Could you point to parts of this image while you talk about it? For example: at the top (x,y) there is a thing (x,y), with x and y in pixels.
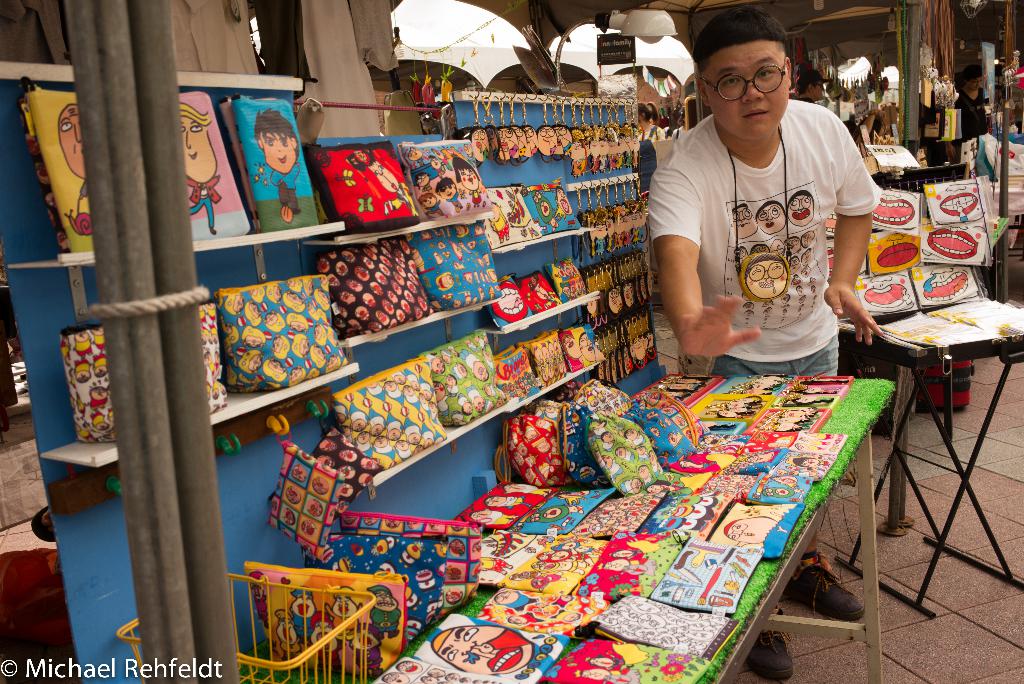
There is a man (771,112) standing and we can see poles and rope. We can see stalls (635,499), bags (470,591), tables (436,626) and objects (634,564). In the background (615,55) we can see board (627,40) and light (600,28). In the bottom left side of the image (17,676) we can see text (190,677).
